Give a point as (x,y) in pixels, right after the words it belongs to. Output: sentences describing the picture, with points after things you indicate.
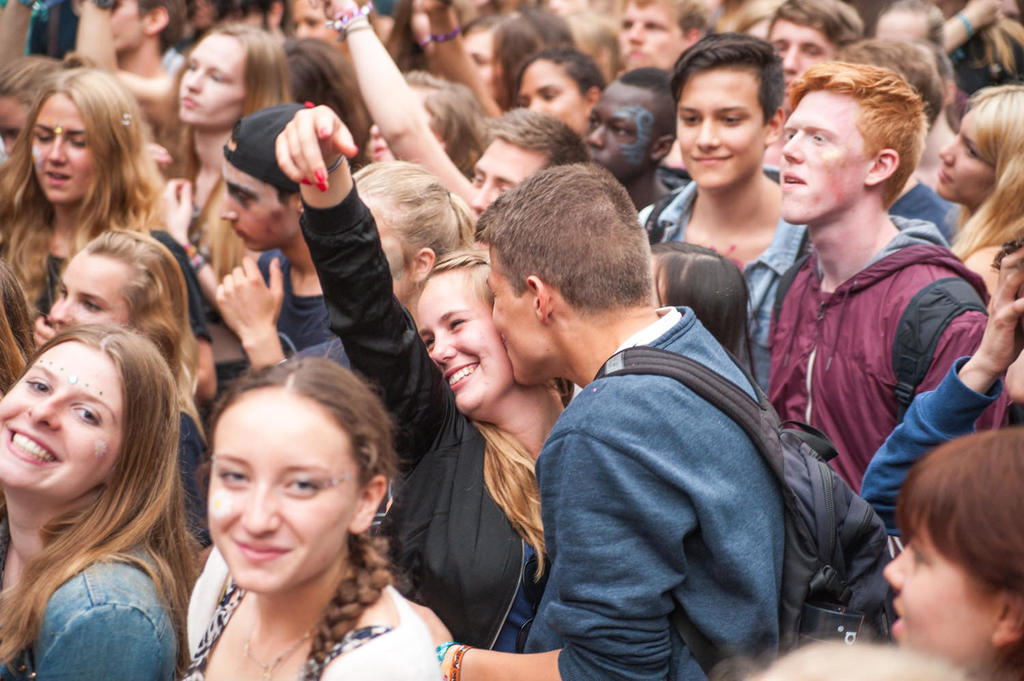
In this image I can see a group of people (455,231) among them a man (563,361) is kissing a woman (481,415). The man (653,464) is wearing a bag (792,550). Some people (334,475) are smiling.
